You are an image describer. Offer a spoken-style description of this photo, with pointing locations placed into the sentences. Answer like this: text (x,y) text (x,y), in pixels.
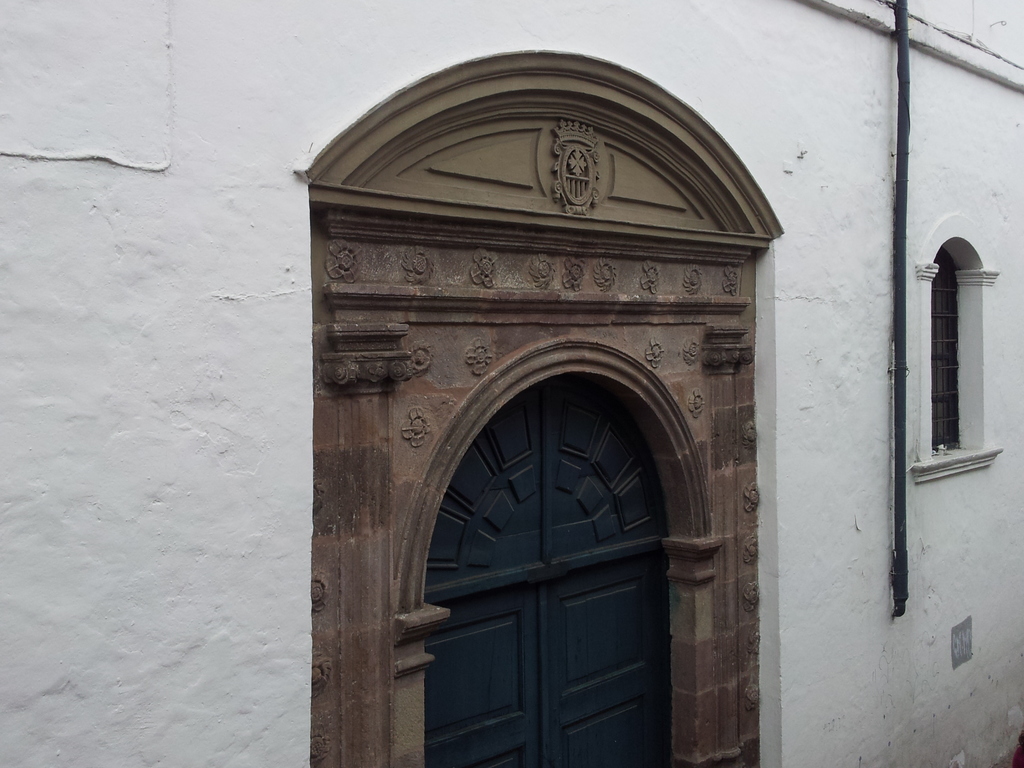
In this image we can see there is a wall (848,225) with a door (582,546) and design (444,288) around the door (597,535). And we can see the pipe (904,572) and window (931,346) attached to the wall (946,228).
